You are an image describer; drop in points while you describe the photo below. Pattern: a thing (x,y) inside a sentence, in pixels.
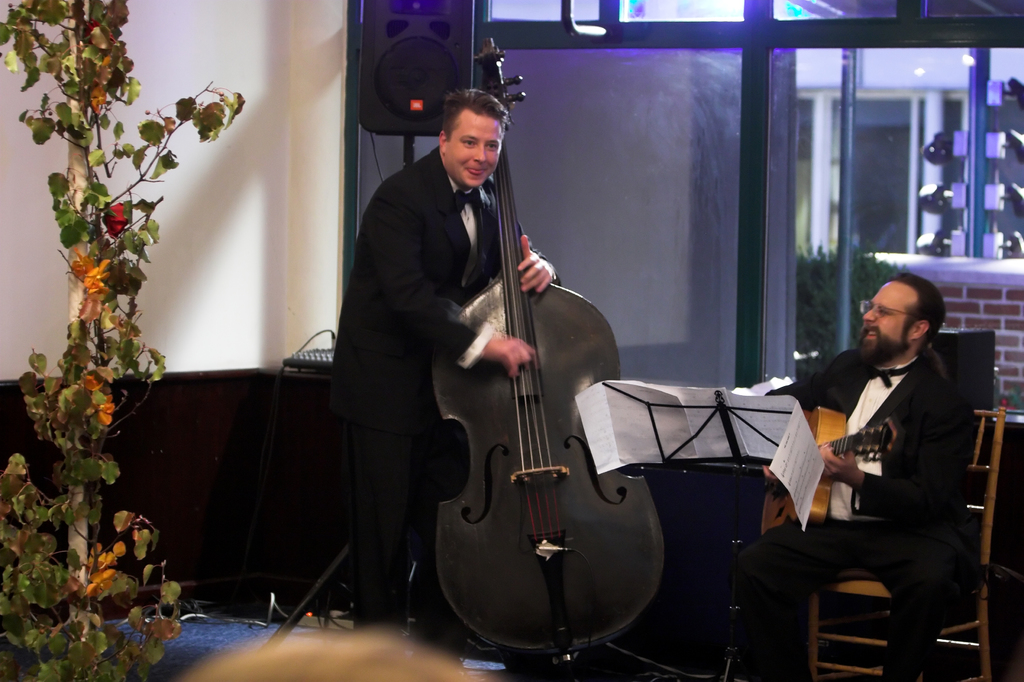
On the left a person (395,307) is playing double bass (549,307) and on the right (817,397) a person (907,516) is sitting on the chair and playing guitar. We can see a plant (83,181), wall (235,149), speaker (394,80), glass door (641,115) in the background (604,101).
